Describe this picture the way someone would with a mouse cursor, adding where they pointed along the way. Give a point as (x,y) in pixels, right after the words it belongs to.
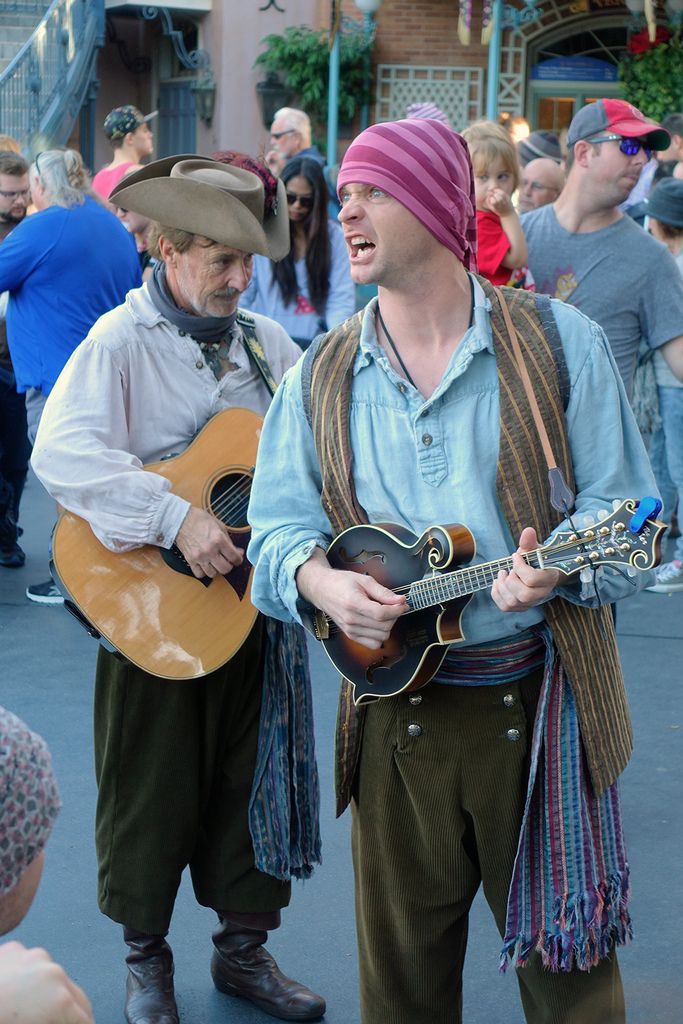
In this image there are group of persons (382,236) at the foreground of the image (334,345) there are two persons (337,500) wearing blue and white color shirts (391,375) playing guitar (246,521).
